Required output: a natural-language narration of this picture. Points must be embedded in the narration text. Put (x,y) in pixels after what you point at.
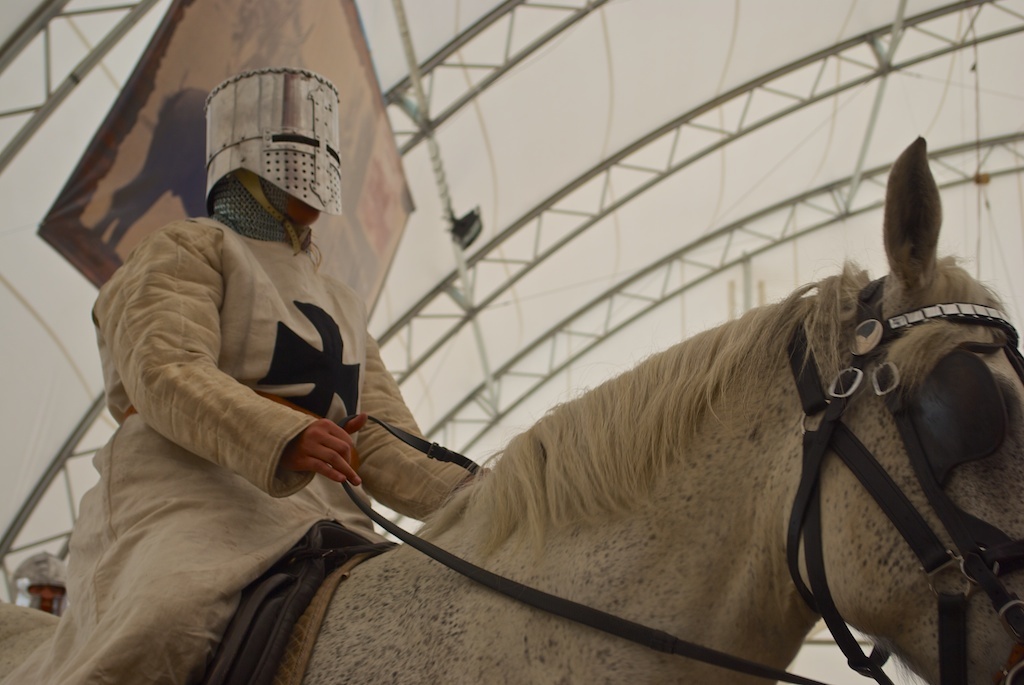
In the foreground of this image (276,327), there is a person (273,340) wearing a white dress (222,340) and a mask (305,130) over his head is sitting on a horse (418,584) and holding the belt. In the background (270,54), there is a banner (377,175), roof (607,169) and a person's head (28,562) at the bottom left (30,589).
